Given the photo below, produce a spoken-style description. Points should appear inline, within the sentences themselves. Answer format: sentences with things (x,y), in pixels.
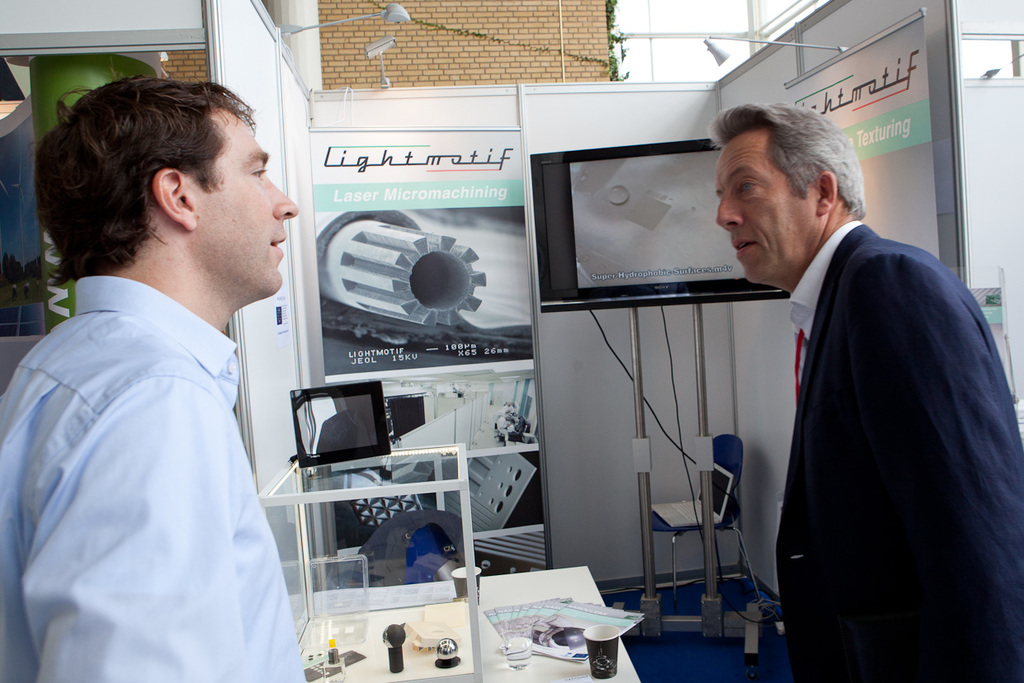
In the image we can see two men (47,506) and they are wearing clothes (220,538). This is a screen (373,451), poster (373,325), light (382,11), brick wall (480,43), floor (681,655), paper (530,612), cup (609,642), glass box (384,595), cable wire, stand (643,421) and leaves (609,45).
